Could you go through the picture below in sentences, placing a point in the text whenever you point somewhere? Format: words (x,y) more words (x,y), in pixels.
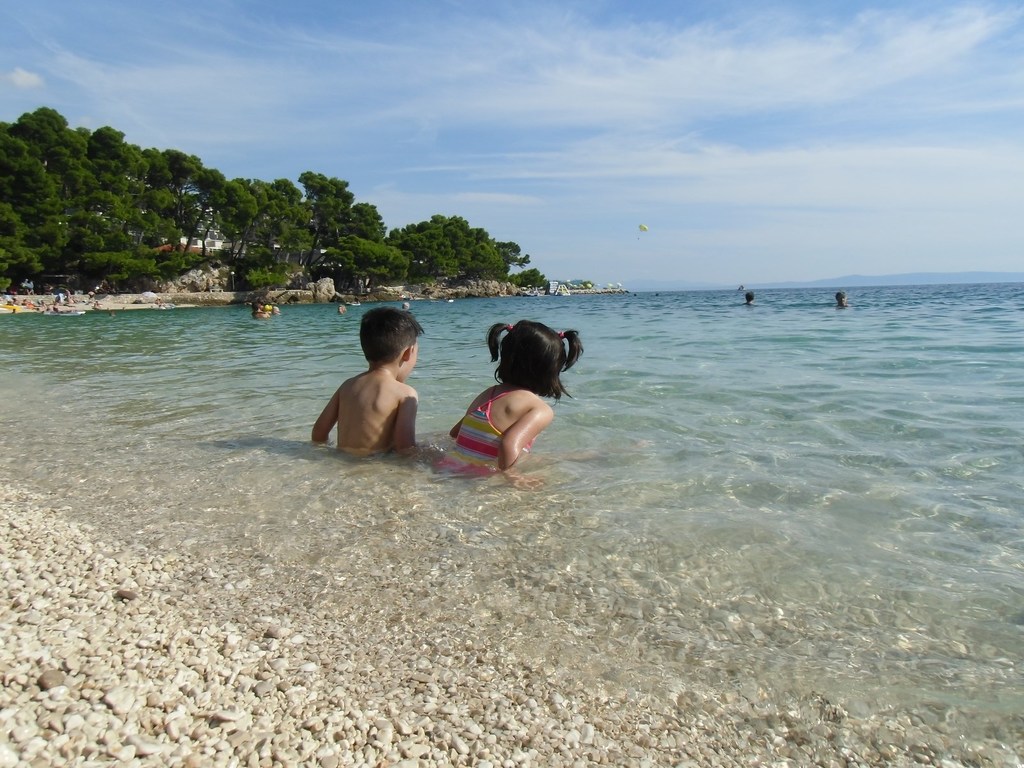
In the center of the picture (522,399), we see two children (534,369) playing in water (550,521) and in front of them, there are two people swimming in the water (597,527). This water (203,332) might be in a sea (75,331). At the bottom of the picture (230,690), we see the stones (436,710). There are many trees (256,260) and buildings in the background (288,277) and at the top of the picture (523,64), we see the sky (571,184). This picture might be clicked at the seashore (347,629).
